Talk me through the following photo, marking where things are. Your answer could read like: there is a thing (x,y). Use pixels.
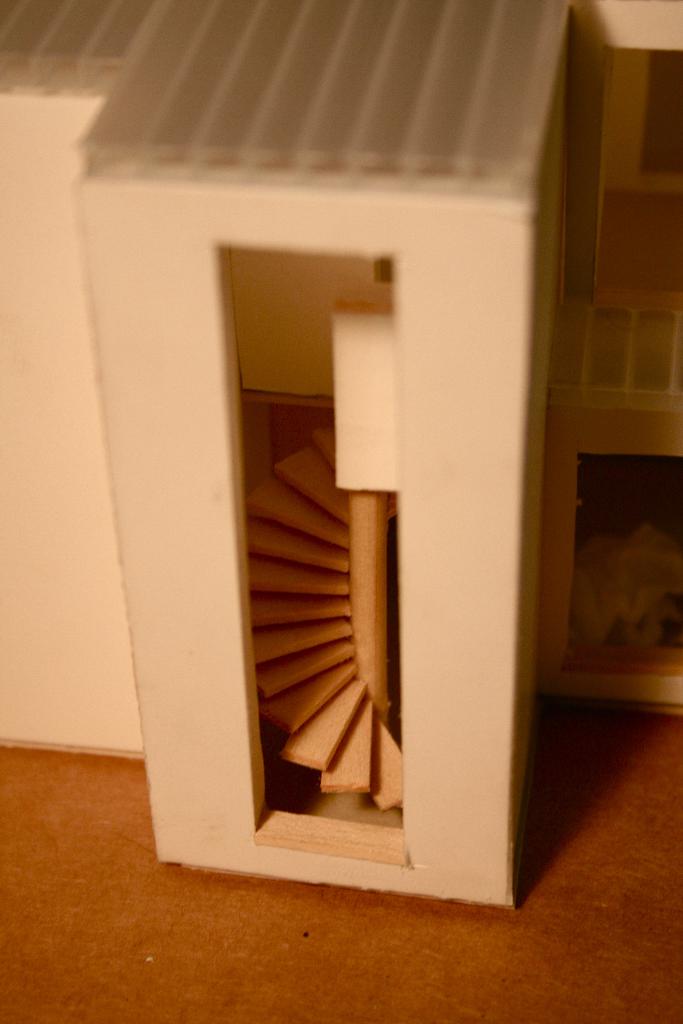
In this image I can see the craft (386,606) made up of wood (375,557).
